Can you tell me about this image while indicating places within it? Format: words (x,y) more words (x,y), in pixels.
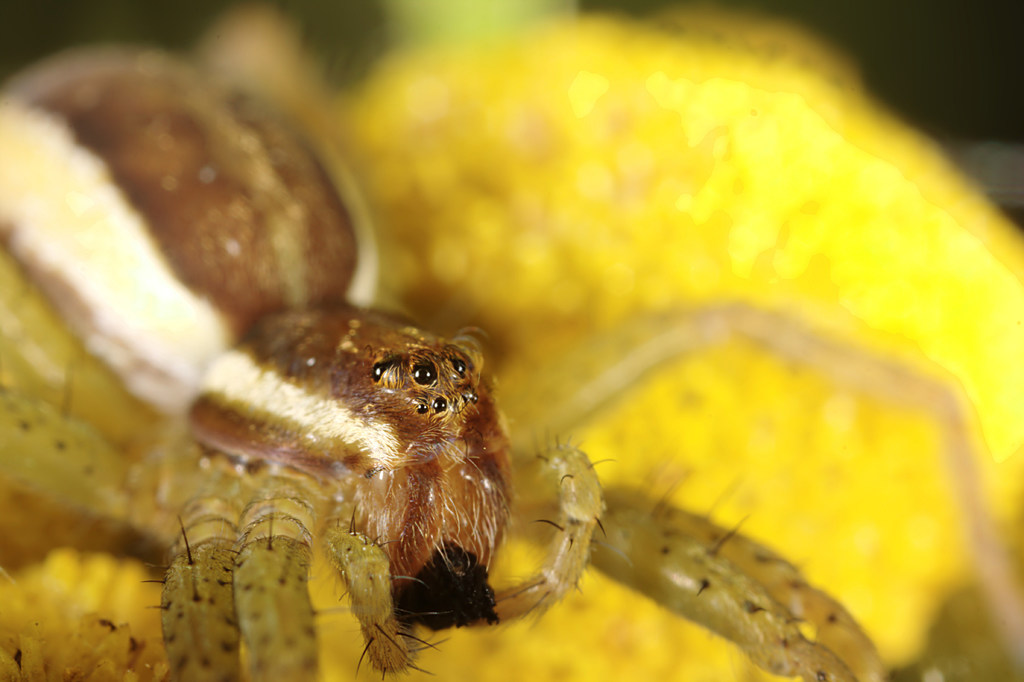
In the picture there is a zoom in view of an insect (237,429) and the background of the insect (153,147) is blur.
